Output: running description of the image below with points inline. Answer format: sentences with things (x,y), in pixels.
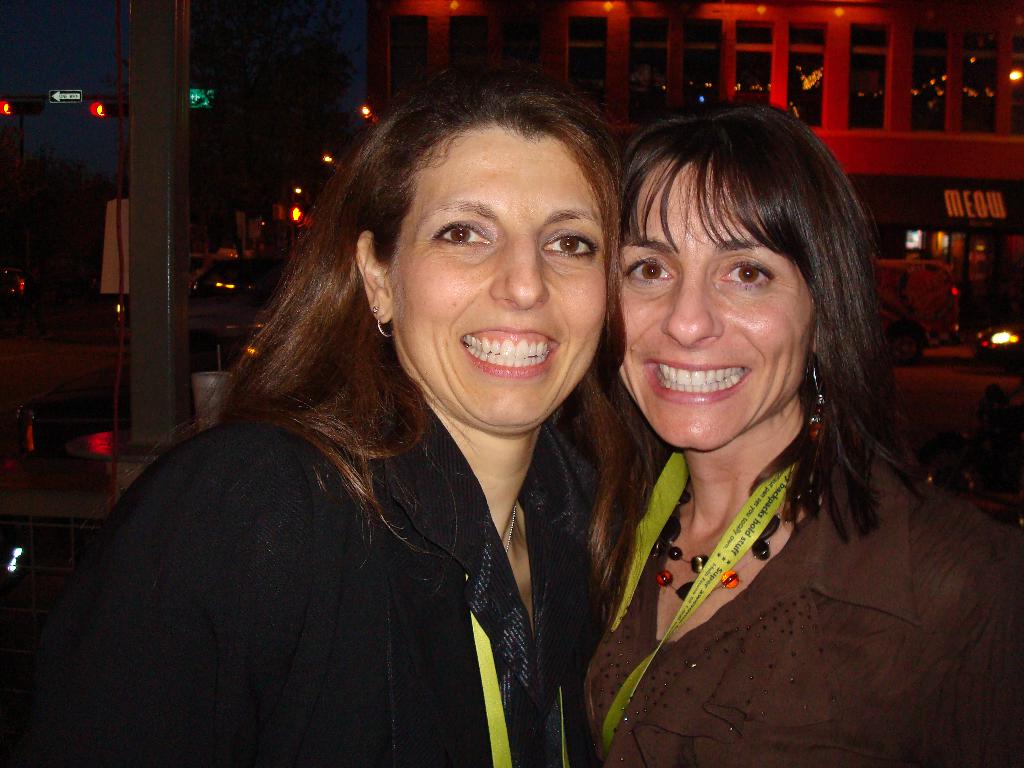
In this image, we can see two women (611,555) are watching and smiling. Background (768,35) we can see building (724,39), trees (273,120), lights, banners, vehicles (906,356), road (929,352), poles (148,281), traffic signals (108,108), sign boards (78,100) and few objects (56,504).
